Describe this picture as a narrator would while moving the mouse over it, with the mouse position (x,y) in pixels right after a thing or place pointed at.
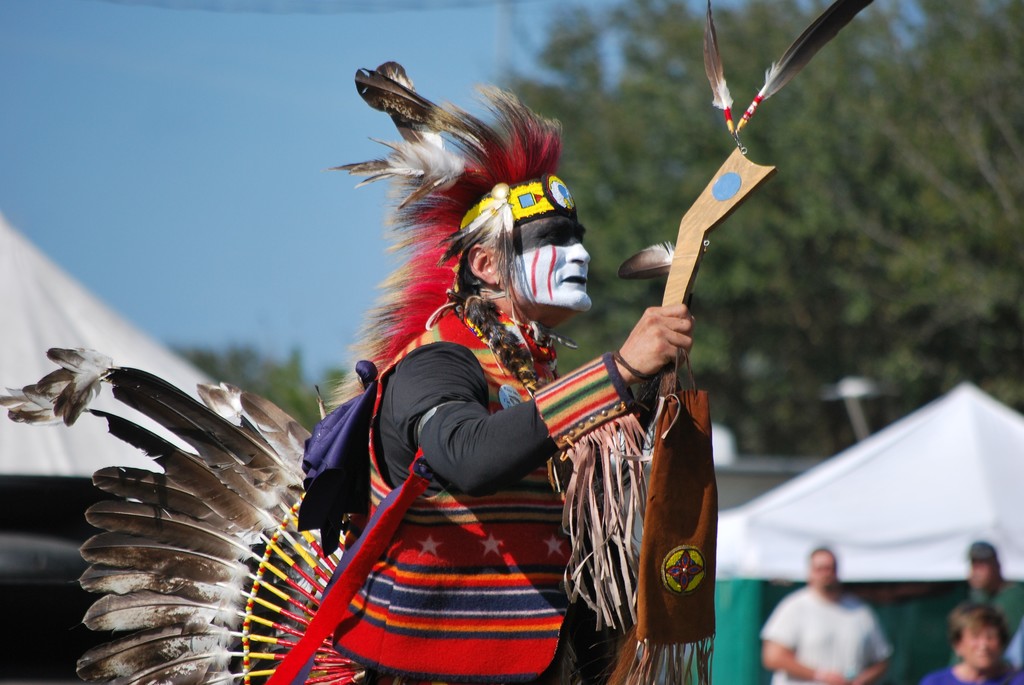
In the center of the image (489,266) we can see a dancer (521,420) and he is wearing a costume (400,631). In the background (841,538) there are tents (899,499) and people (850,626) standing. On the right (859,252) there is a tree (901,214). At the top (281,103) there is sky (230,78).
